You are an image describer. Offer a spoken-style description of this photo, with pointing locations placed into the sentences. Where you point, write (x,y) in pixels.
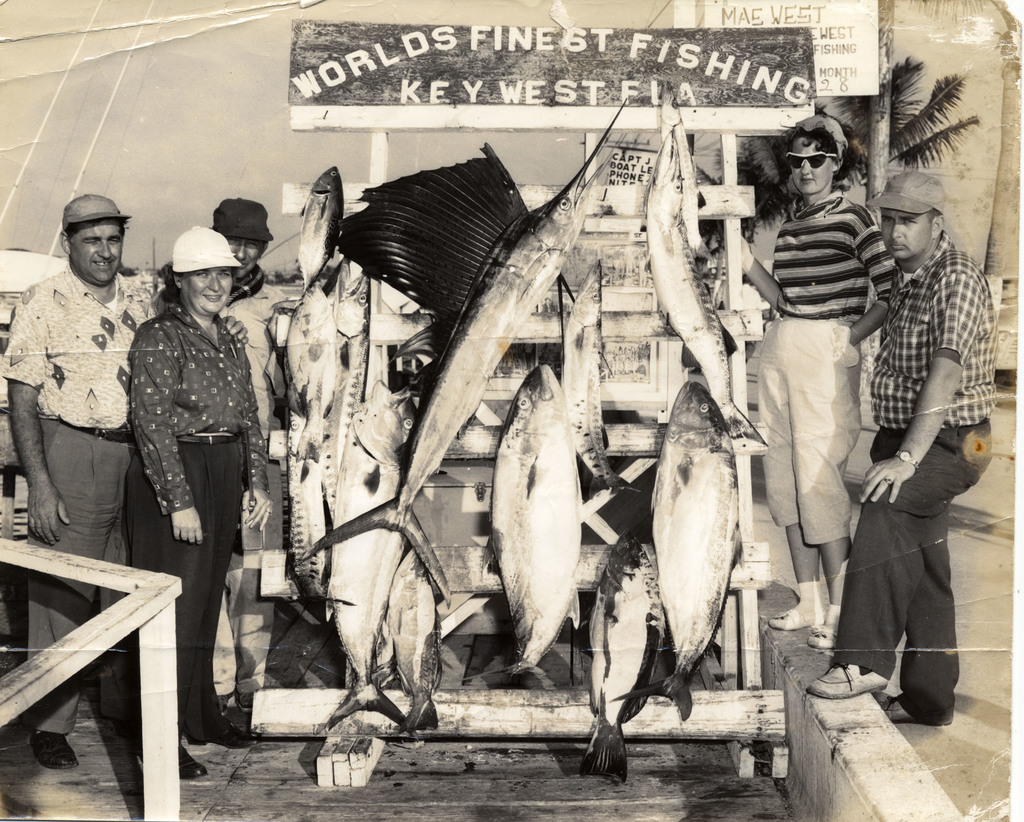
This is a black and white image. In this image we can see some fishes (554,447) kept on a stand (586,510). We can also see a group of people (910,477) standing around it. On the backside (262,176) we can see a board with some text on it, trees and the sky (395,163).
